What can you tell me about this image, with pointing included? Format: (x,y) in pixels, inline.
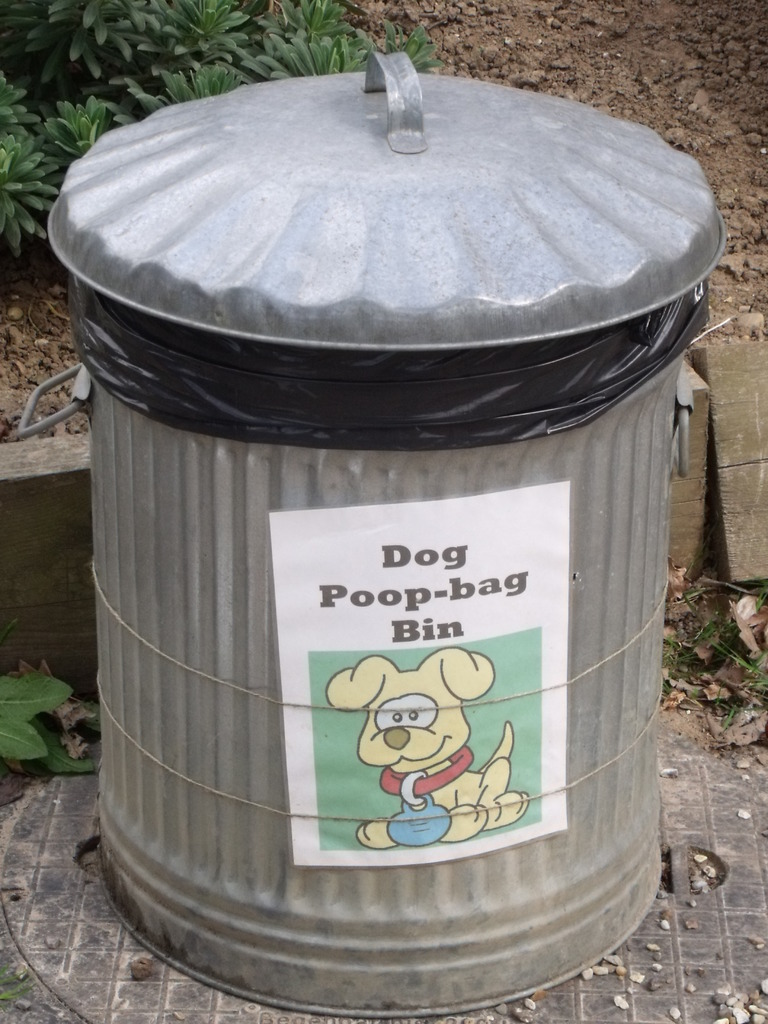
In this image I can see a dustbin (238,541) which is silver in color on the ground (128,933). In the background (703,105) I can see the ground (647,72) and few plants (169,55) which are green in color.
